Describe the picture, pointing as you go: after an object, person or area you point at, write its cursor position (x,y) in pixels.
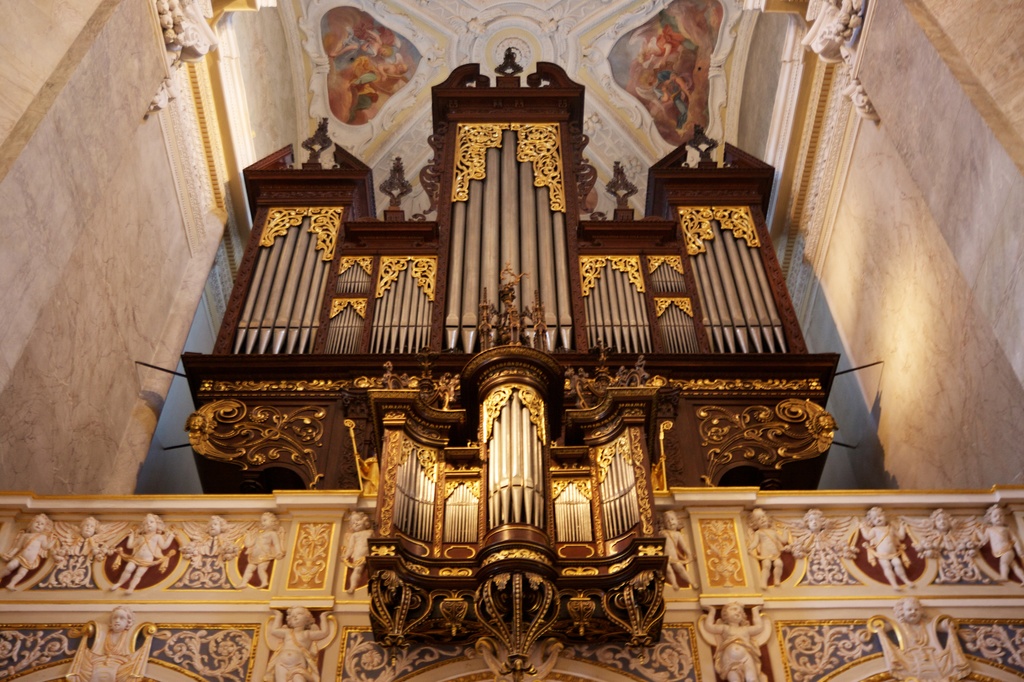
The picture is clicked in a cathedral (314,572). In the foreground (889,570) there are sculptures (220,554) to the wall (871,565). On the ceiling (449,44) there are sculptures (485,38) and paintings (692,51). On the left (131,166) it is wall (184,155). On the right (889,250) it is wall (969,332). In the center of the picture (432,273) there is a wooden organ (468,286).
